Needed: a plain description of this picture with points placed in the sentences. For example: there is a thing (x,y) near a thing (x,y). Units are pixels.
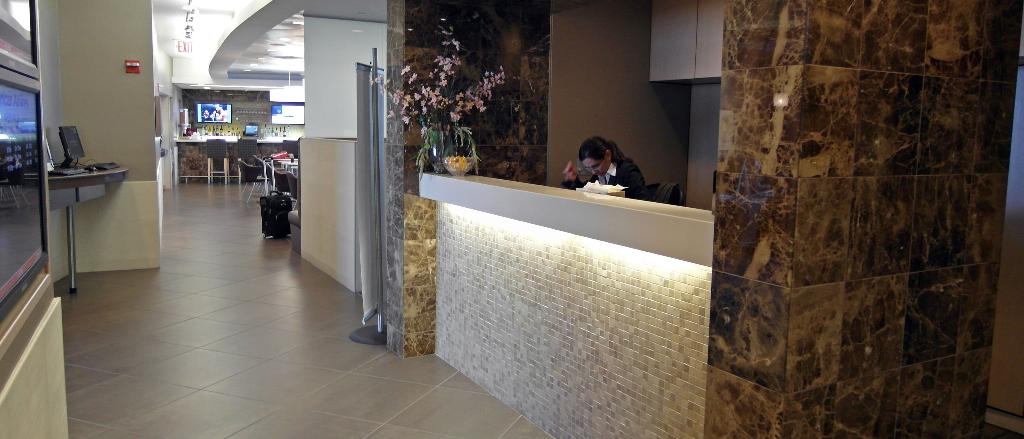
This is the inside picture of the building (109,93). On the left side of the image (5,206) there is a TV (36,119). There are computers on the table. On the right side of the image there is a person (630,166) sitting on the chair (656,197). In front of her there is a table (607,215). On top of it there is some object (600,186). There is a flower pot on the platform (577,200). There is a bowl (466,167) filled with flowers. There is a wall (90,225). At the bottom of the image (163,348) there is a floor (263,358). There is a luggage bag (263,219). There are chairs (252,180). There are tables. On top of it there are some objects (286,159). In the background of the image (203,106) there are two TVs (199,119) and there are a few objects (208,128). There is a exit board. On top of the image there are lights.
